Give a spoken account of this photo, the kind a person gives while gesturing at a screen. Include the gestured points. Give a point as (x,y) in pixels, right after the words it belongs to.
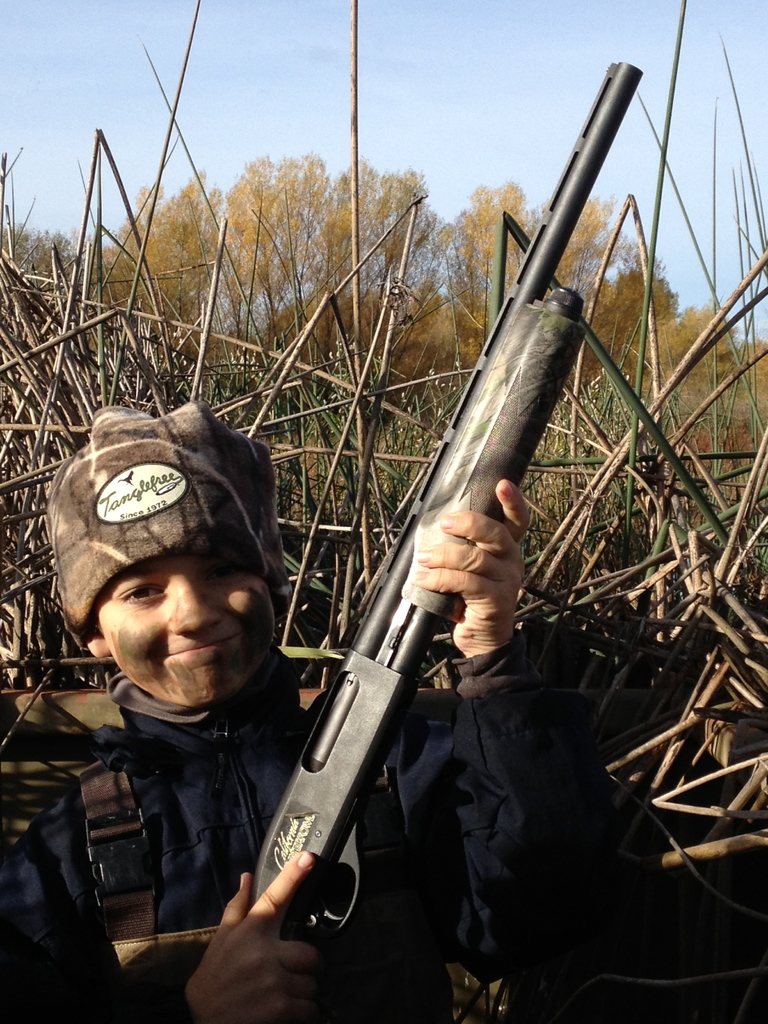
Here I can see a person (134,812) wearing a jacket (208,833), holding a gun (389,671) in the hands (295,861) and smiling. At the back of this person (233,814) I can see few sticks (656,648). In the background (245,239) there are some trees (281,236). At the top of the image (462,59) I can see the sky (457,106).
